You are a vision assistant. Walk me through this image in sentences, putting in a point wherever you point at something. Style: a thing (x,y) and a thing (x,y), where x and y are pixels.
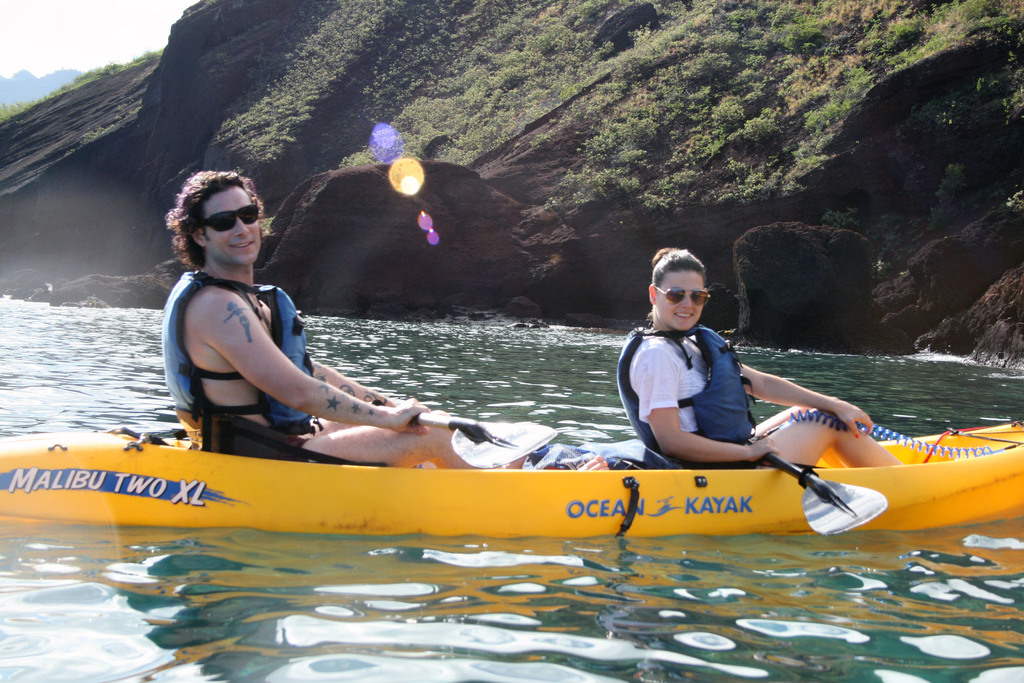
In this picture there is a man (242,335) who is wearing jacket (248,290), short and goggles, beside him there is a woman (711,393). She is wearing goggle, t-shirt (690,346), jacket (707,356) and short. Both of them are sitting on the yellow boat (661,492). At the bottom (396,653) i can see the water (450,675). In the background (160,112) i can see plants (525,102), grass (739,125) and mountain (220,27). In the top left corner (29,47) there is a sky (75,52).
